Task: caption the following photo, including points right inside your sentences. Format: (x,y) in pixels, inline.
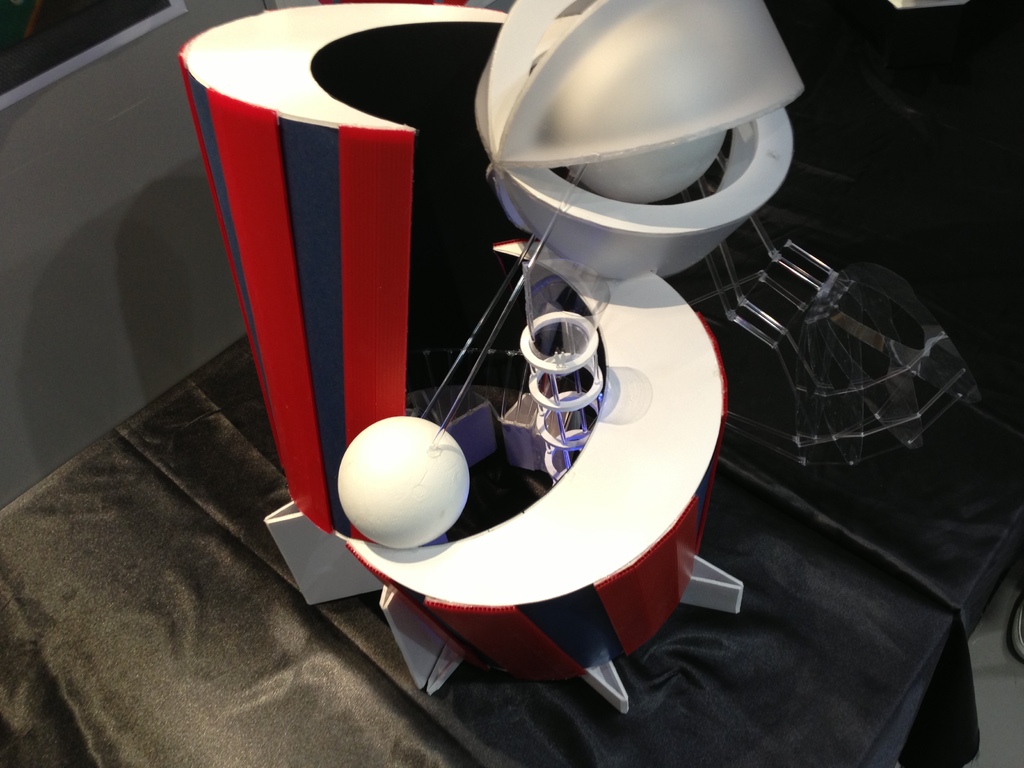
In this picture it looks like an object (398,355) in red, grey and white color, I can see two balls (383,483) and a cylindrical tube (586,369) in the middle (565,414).
